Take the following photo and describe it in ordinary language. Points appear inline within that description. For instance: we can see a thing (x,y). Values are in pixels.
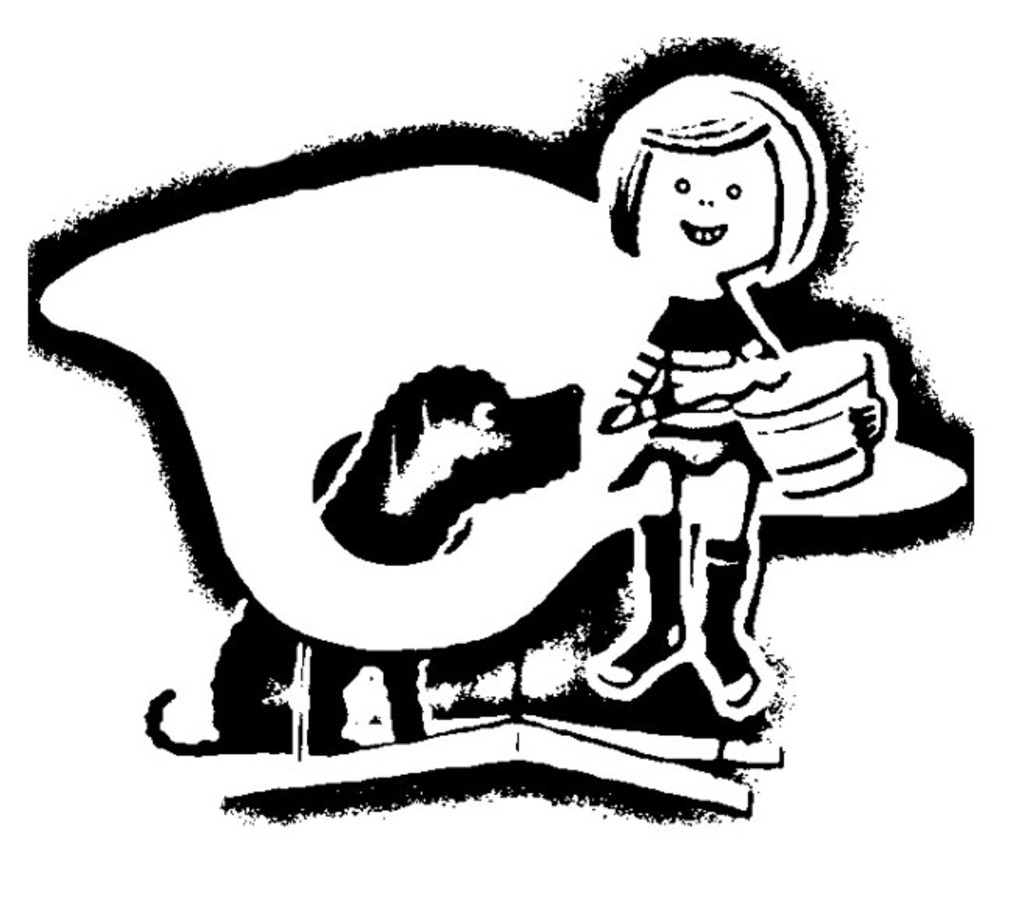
In this picture I can see cartoon image (492,522) of a person (660,513) and a dog (259,628) and I can see white color background (54,94).
